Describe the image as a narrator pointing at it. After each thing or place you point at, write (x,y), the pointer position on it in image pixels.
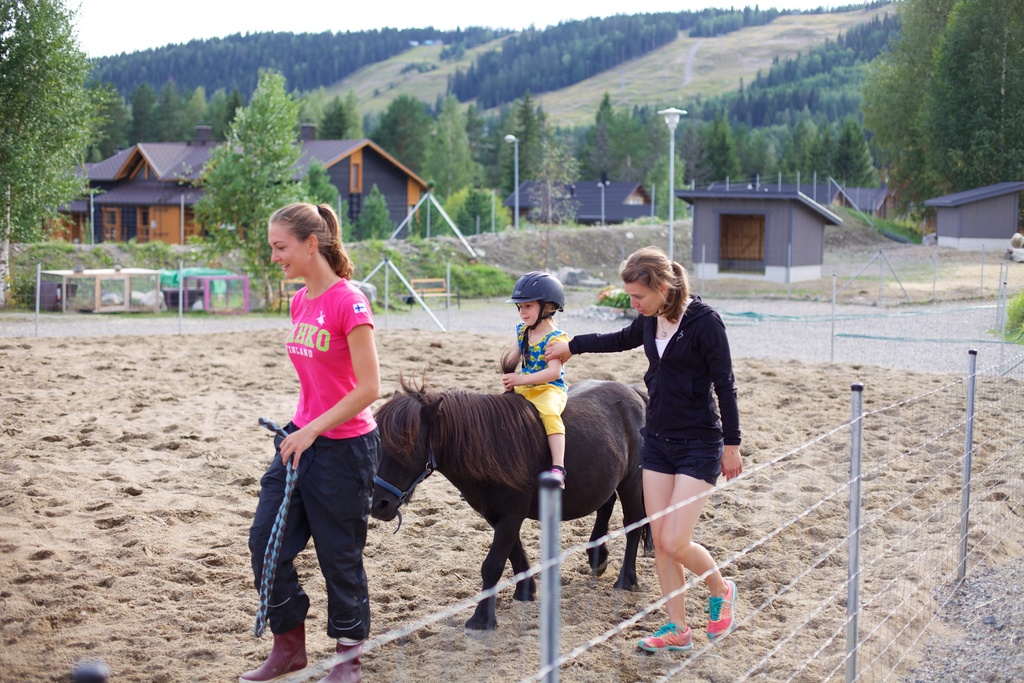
In this image there are two women (677,345) are walking on the floor (219,354) and the kid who is riding a horse (633,428) on the floor (216,400) and at the background (354,204) there are houses (589,190) and mountain trees (578,60).
